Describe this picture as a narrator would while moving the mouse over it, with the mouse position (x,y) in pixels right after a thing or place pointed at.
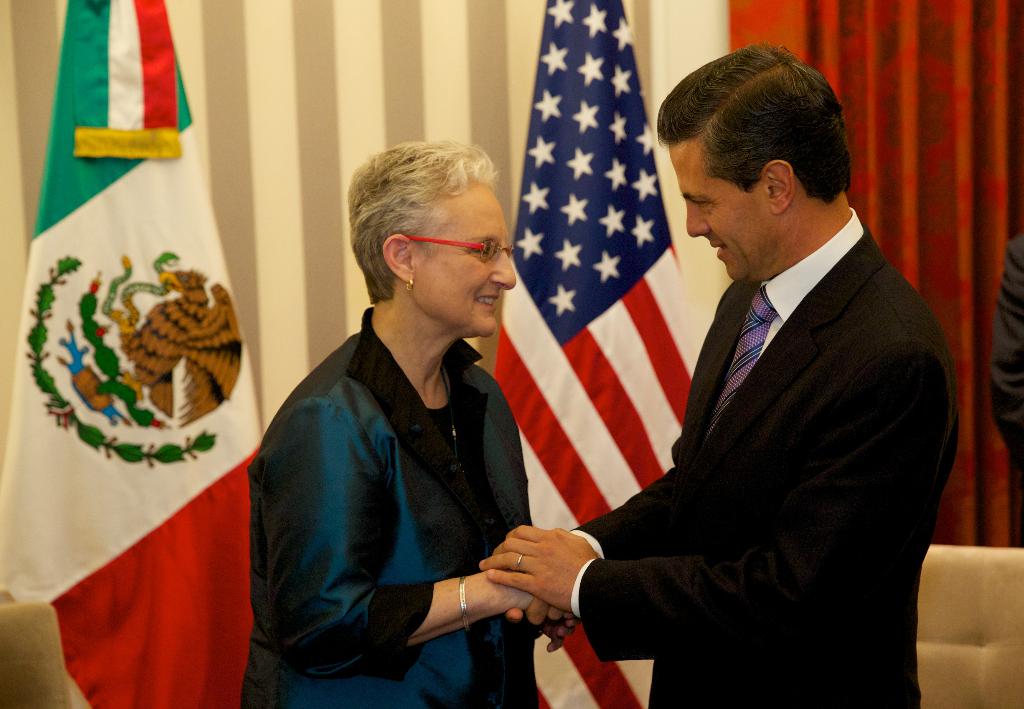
In this image we can see a man (807,406) holding the woman hands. In the background (205,257) we can see two flags (588,157) and also a red color curtain (927,125).
